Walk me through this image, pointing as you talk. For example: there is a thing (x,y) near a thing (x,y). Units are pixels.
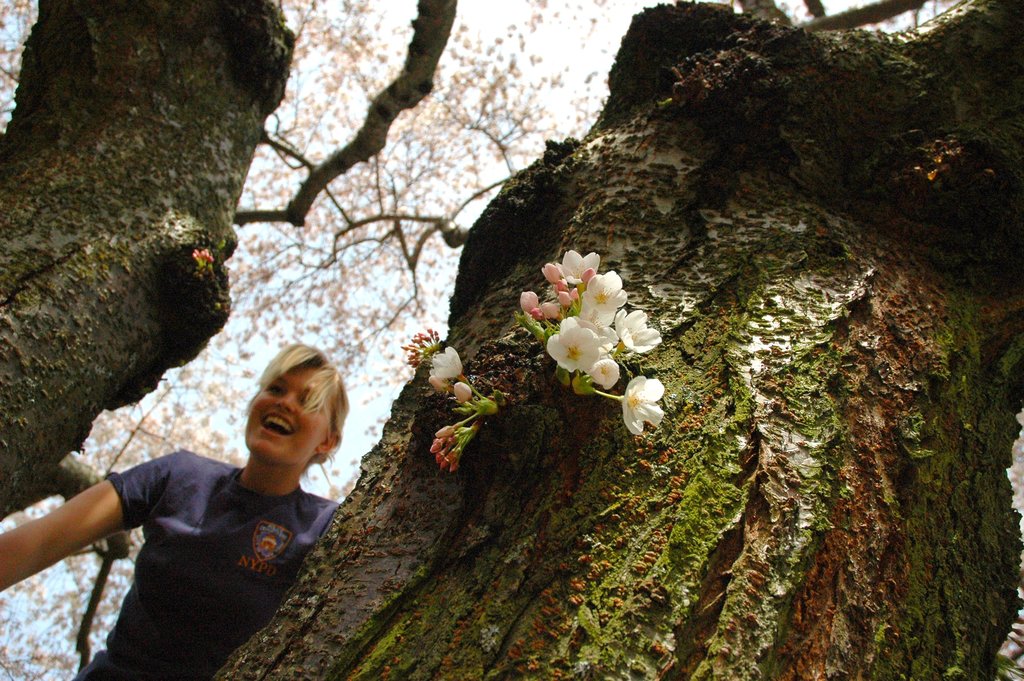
In this picture there is a person (241,493) standing behind the tree (404,500) and smiling. In the foreground (595,368) there are flowers (562,335) on the tree (540,450). At the top (519,37) there is sky (544,49).
